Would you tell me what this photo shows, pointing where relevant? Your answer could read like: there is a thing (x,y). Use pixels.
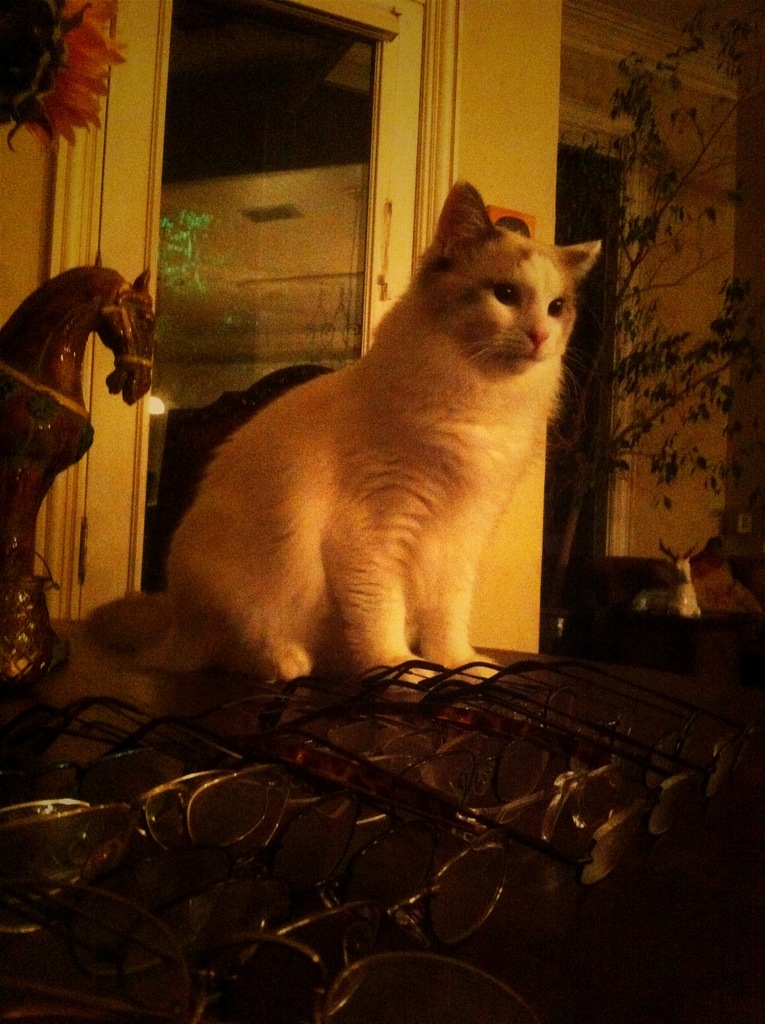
In this image I can see a cat (460,466) which is in white color and brown color. I can see few glasses (427,869) and a horse toy (65,409) on it. Back I can see building (663,135), glass door (250,132) and a tree (663,263).
